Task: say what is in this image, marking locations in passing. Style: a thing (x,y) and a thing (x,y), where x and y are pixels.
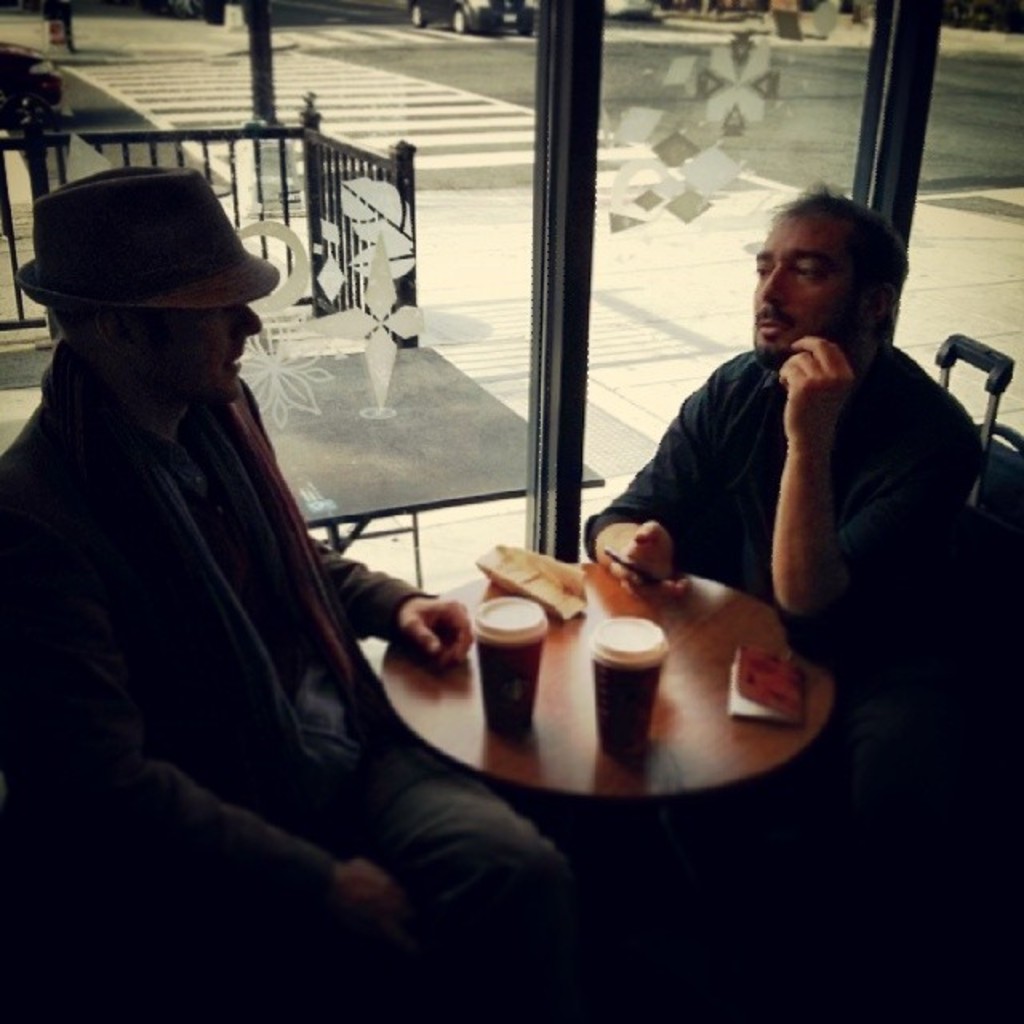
In this image i can see 2 persons (294,711) sitting on chairs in front of a table (596,622), The person (85,519) sitting on the left side (184,524) is wearing a hat (172,245) and a scarf (104,421), On the table (767,628) i can see 2 cups (595,633), a book (740,688) and another object (570,568). in the background (572,559) i can see a glass (440,321) through which i can see a fence (366,235), a table (406,369) and the road (528,55) and few vehicles (625,10).
